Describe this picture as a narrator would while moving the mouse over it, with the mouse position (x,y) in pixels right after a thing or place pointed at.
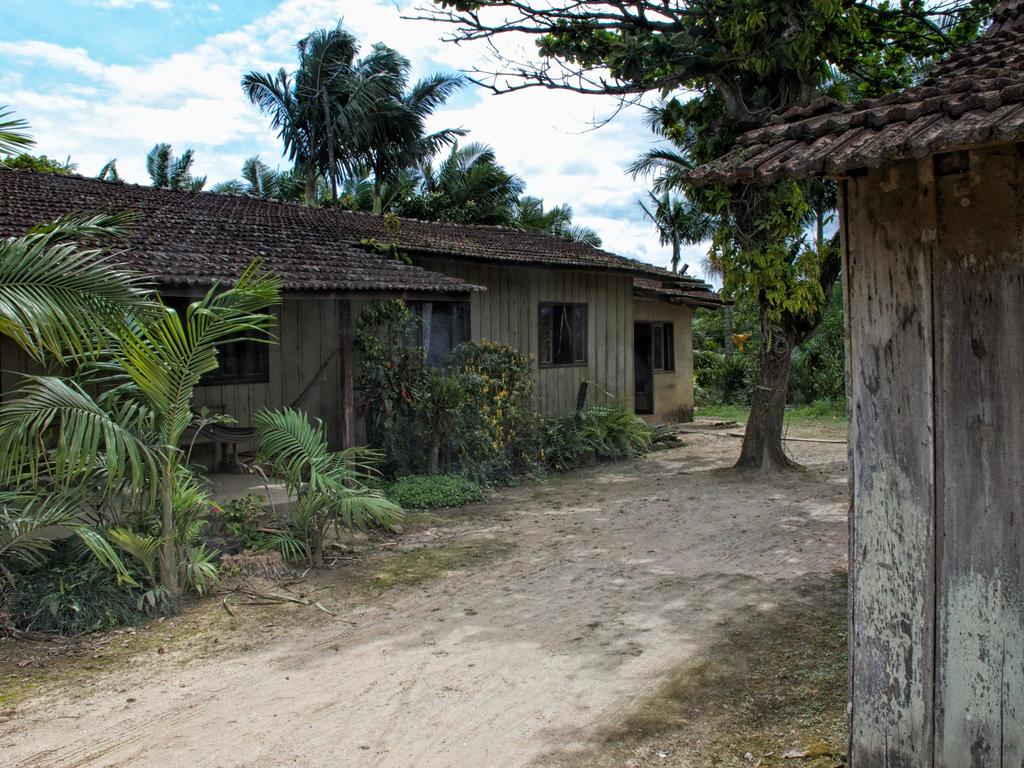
In this image we can see houses (932,363), there are few trees (773,341), plants (507,444) and the sky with clouds (531,147) in the background (417,70).
